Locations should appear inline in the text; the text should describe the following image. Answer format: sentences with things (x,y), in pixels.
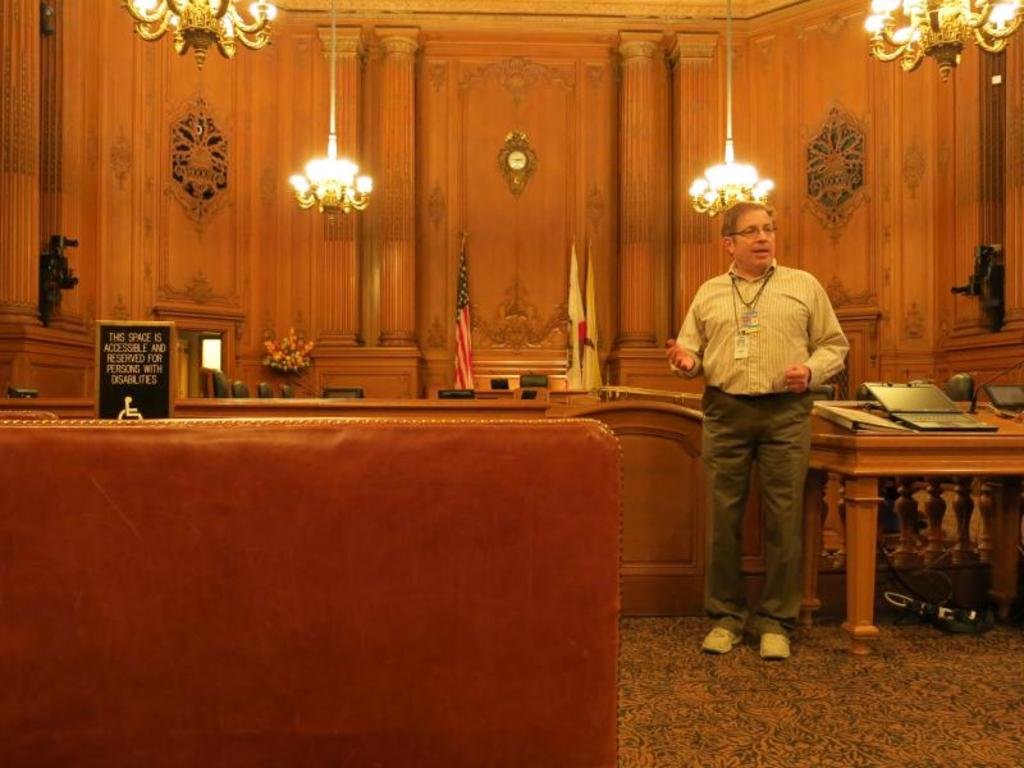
I can see in this image a man (731,456) is standing on the floor (787,694). I can see few chandeliers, a table (865,455) and other objects (888,407) on the table (872,433). There are few flags (458,347) and a flower pot (280,358).
